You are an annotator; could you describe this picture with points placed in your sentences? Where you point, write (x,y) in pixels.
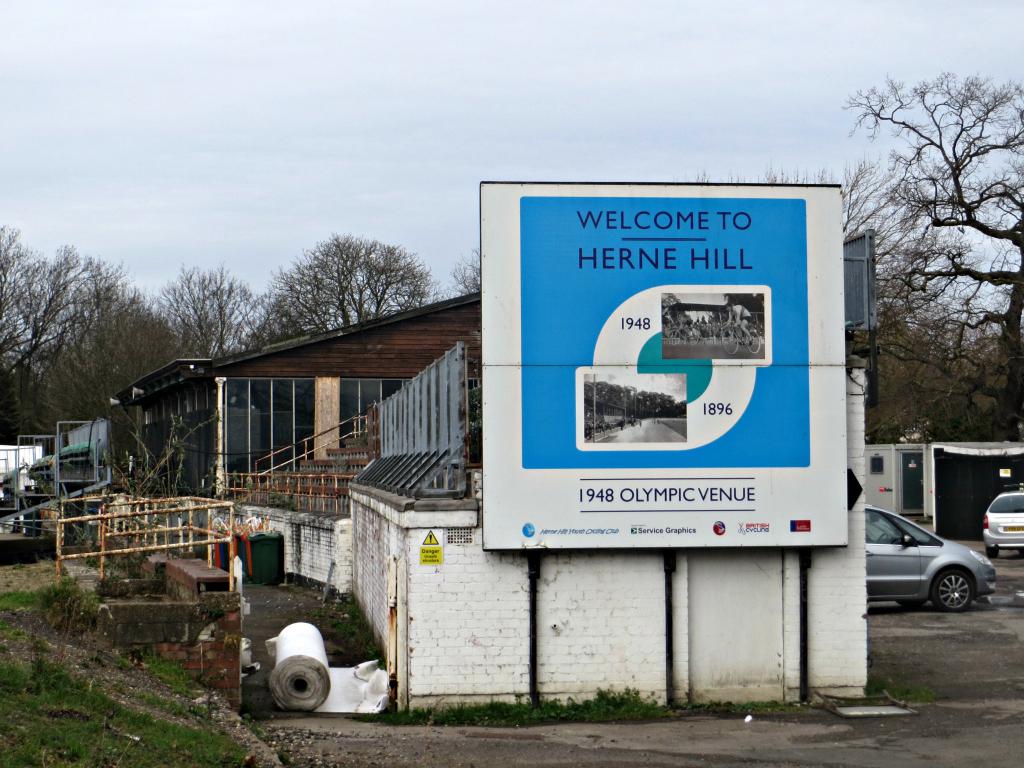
At the bottom of the picture (595,724), we see the road (784,736) and the grass (62,689). In the middle of the picture (590,357), we see a board (565,413) in white and blue color with some text (664,488) written on it. Behind that, we see the buildings (965,491) and the iron railing (196,502). Beside that, we see the white sheet roll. On the right side (891,584), we see the cars (988,576) parked on the road (986,646). There are trees (80,302) in the background (214,320). At the top (426,88), we see the sky (453,95).
